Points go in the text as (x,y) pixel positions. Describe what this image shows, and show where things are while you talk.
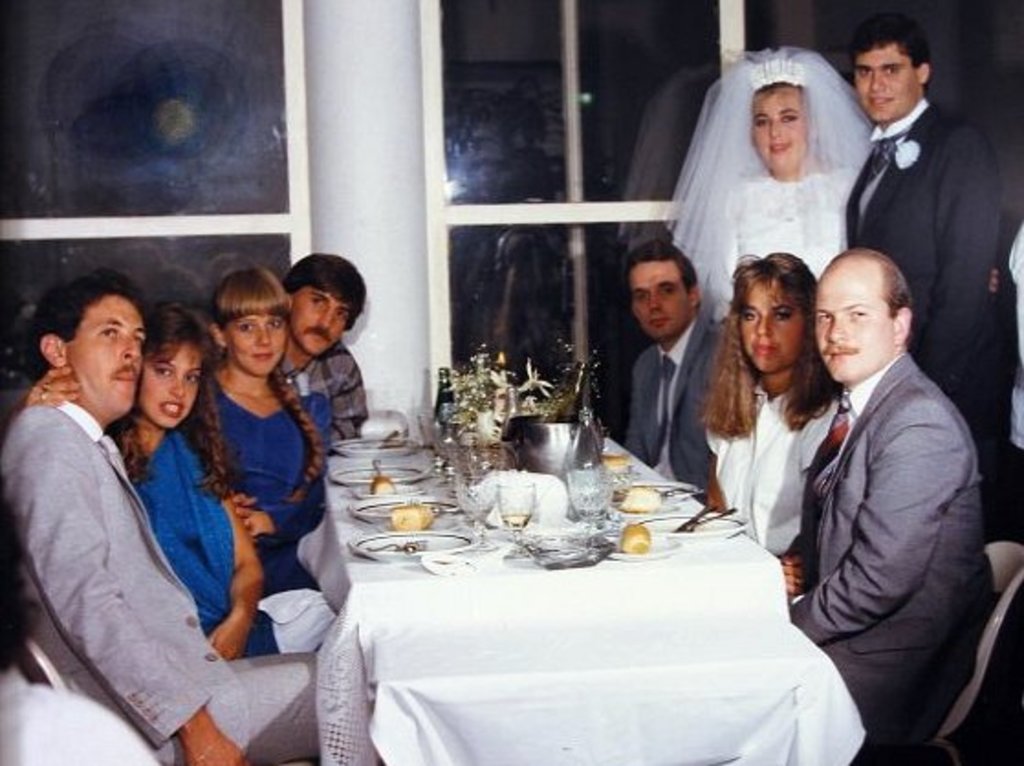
Here we can see a group of people (663,398) sitting on chairs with food (424,517) present in front of them (293,532) on the table (409,563) present in front of them and beside them we can see the bride (723,271) and groom (923,278) and this we can say by seeing their attire (922,298).
